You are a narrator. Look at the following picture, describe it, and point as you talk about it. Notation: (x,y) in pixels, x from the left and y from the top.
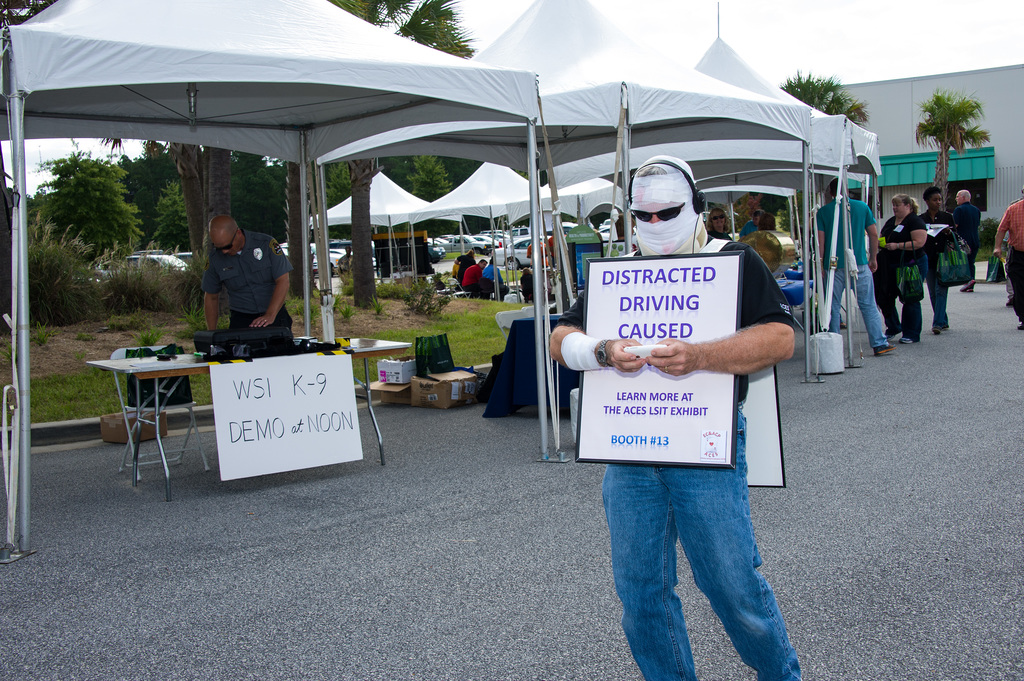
In the foreground of the image (681,176) there is a person (685,196) wearing headphones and using mobile phone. In the background of the image (945,142) there is wall (1013,101), there are trees (824,103). There are stalls (572,152) in the image. There are people (870,316) walking. There is a table (368,361) at the left side of the image (257,333) on which there are objects (274,338) and there is a person (274,286) standing behind it. At the bottom of the image (340,625) there is road (296,577).
